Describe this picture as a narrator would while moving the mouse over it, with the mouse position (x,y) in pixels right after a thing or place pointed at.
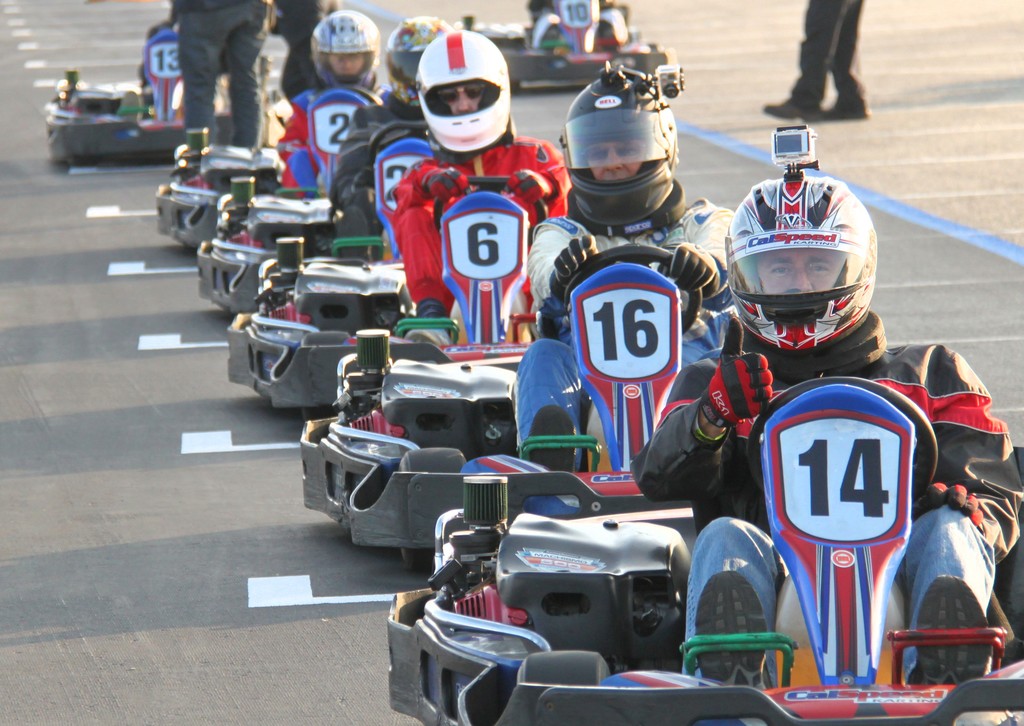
In this image I can see people (447,301) sitting on go-karts (444,321). These people (526,362) are wearing helmets (432,110). These go-karts (376,385) are on the road (173,295). In the background (201,5) I can see people (206,19) are standing.
